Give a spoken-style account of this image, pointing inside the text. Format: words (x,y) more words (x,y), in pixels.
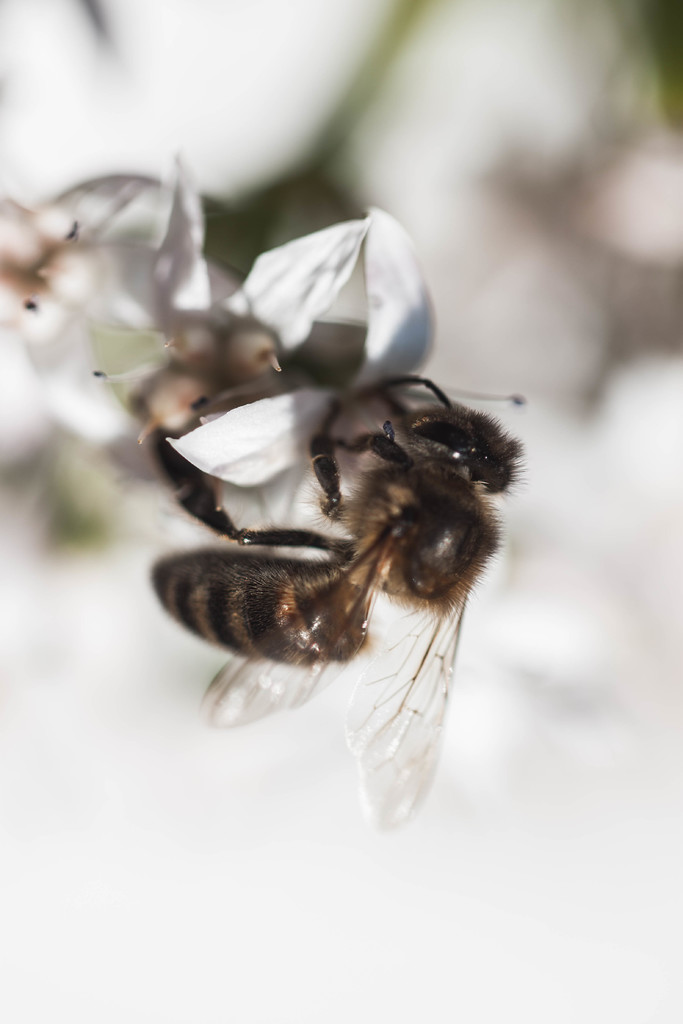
In this image there is a bee (334,444) on a flower (293,397).
